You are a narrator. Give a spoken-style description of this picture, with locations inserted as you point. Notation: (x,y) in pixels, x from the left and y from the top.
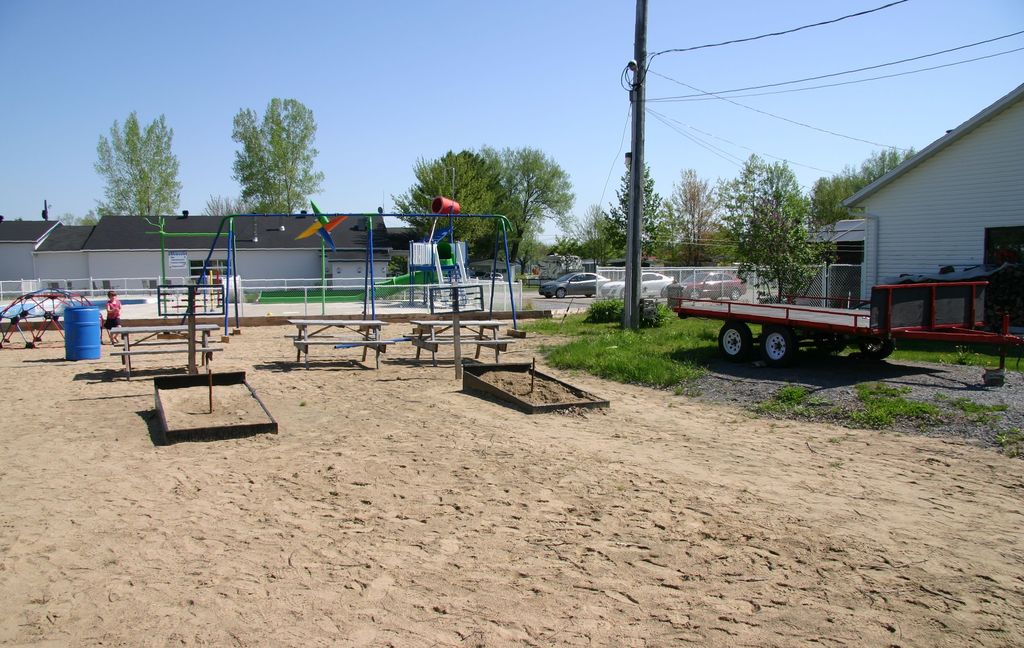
This is an outside view. On the left side (79,350), I can see some playground equipment (16,323) on the ground (119,392) and also there are few benches (168,351) and a drum (82,329). There is a person (111,326) walking on the ground (90,364). On the right side (851,309) there is a trailer (783,339). In the background (488,212) there are some houses (264,225), trees (495,221) and I can see few vehicles (574,274) on the road (555,298). In the middle of the image (632,257) there is a pole (635,144) along with the wires (668,76). At the top of the image (260,48) I can see the sky (157,36).
